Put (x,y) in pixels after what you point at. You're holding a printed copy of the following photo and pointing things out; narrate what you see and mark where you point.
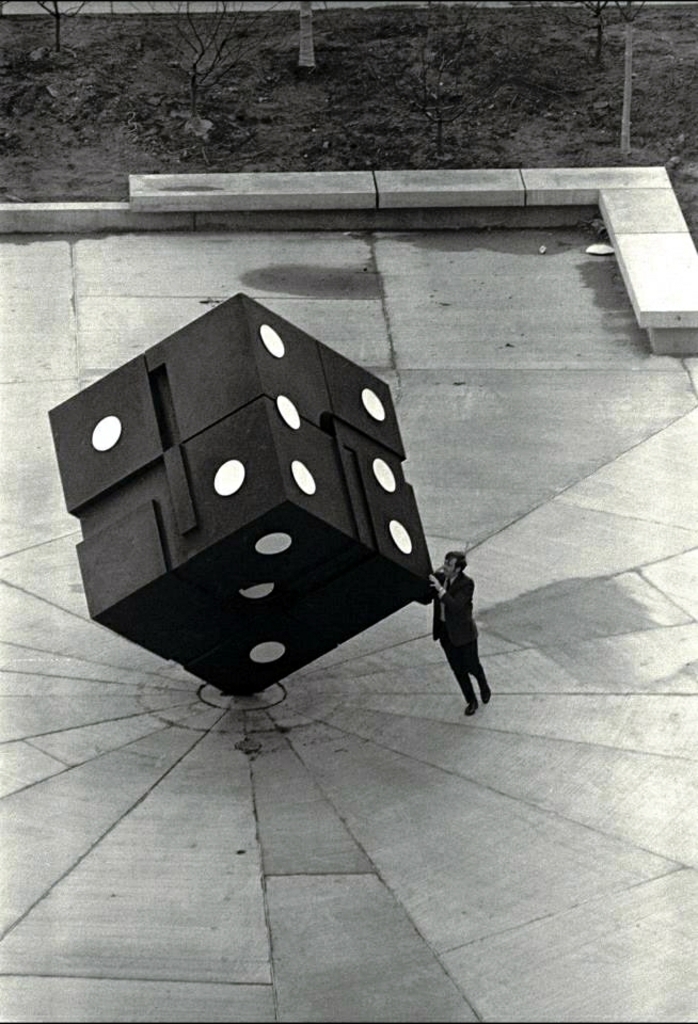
In this picture I can see a dice shape architecture (262,577) on the ground (283,768) and I can see a man (474,651) standing and few trees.
